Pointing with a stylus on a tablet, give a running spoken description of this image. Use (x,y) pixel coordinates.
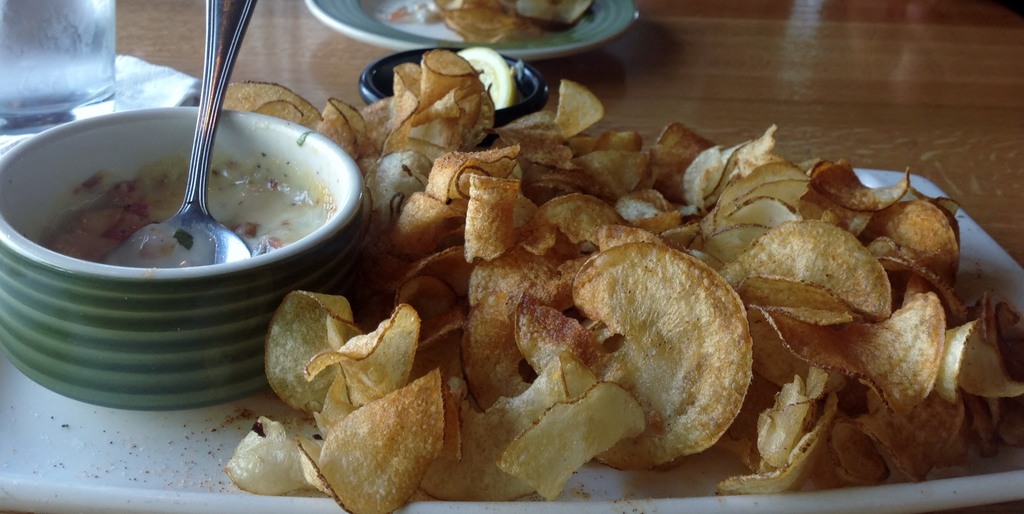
In this image we can see a tray (210,427) with the potato chips (565,197) and also the bowl (225,275) of food (227,158) with a spoon (196,170). We can also see a glass (62,19) of water (67,35), tissues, black color bowl (526,81) on the wooden surface (802,52). We can also see the other plate (410,23) with the chips (539,3) in the background (452,29).
